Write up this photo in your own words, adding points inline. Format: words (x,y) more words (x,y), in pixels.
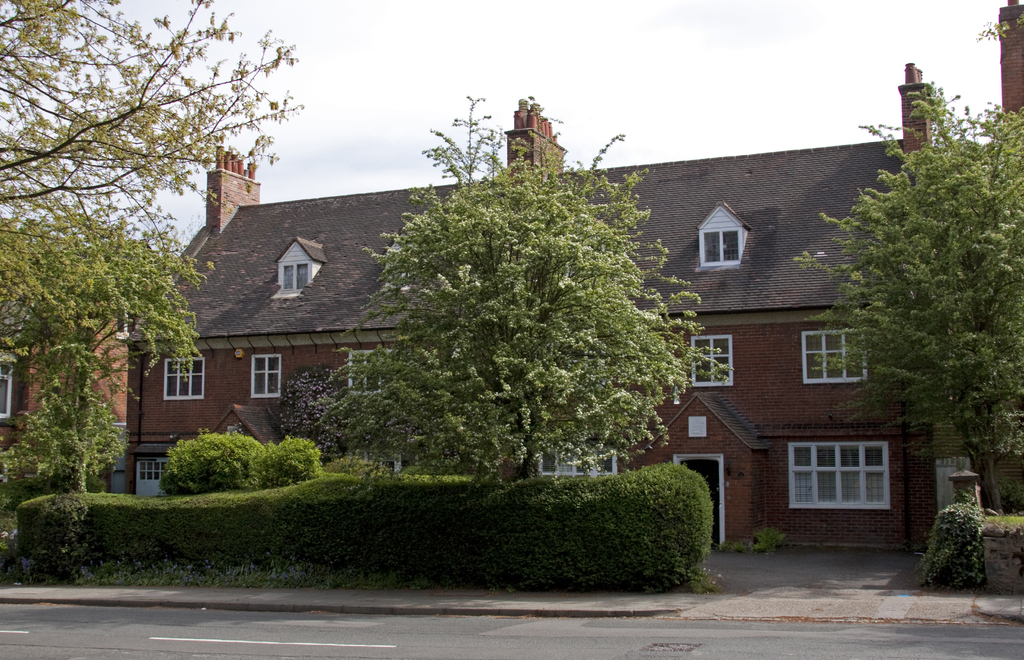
At the bottom of the image (191,646) there is road (191,646) and plants (38,494) and trees (958,356). In the middle of the image (407,432) there are some trees (985,344). Behind the trees (996,359) there are some buildings (1023,66). At the top of the image (281,162) there are some clouds (150,8) and sky (138,11).
